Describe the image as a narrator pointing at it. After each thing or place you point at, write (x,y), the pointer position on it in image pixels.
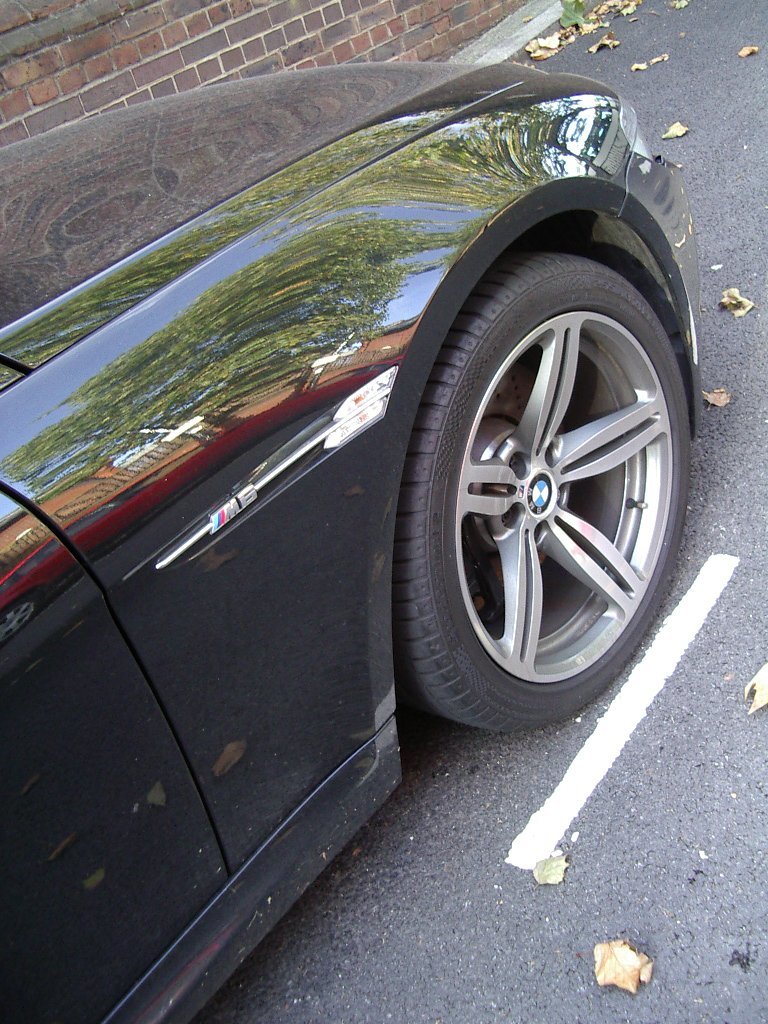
In this image we can see a car (380,448) which is in black color. At the bottom (537,843) there is a road (516,795). In the background (241,69) there is a wall (206,36).
